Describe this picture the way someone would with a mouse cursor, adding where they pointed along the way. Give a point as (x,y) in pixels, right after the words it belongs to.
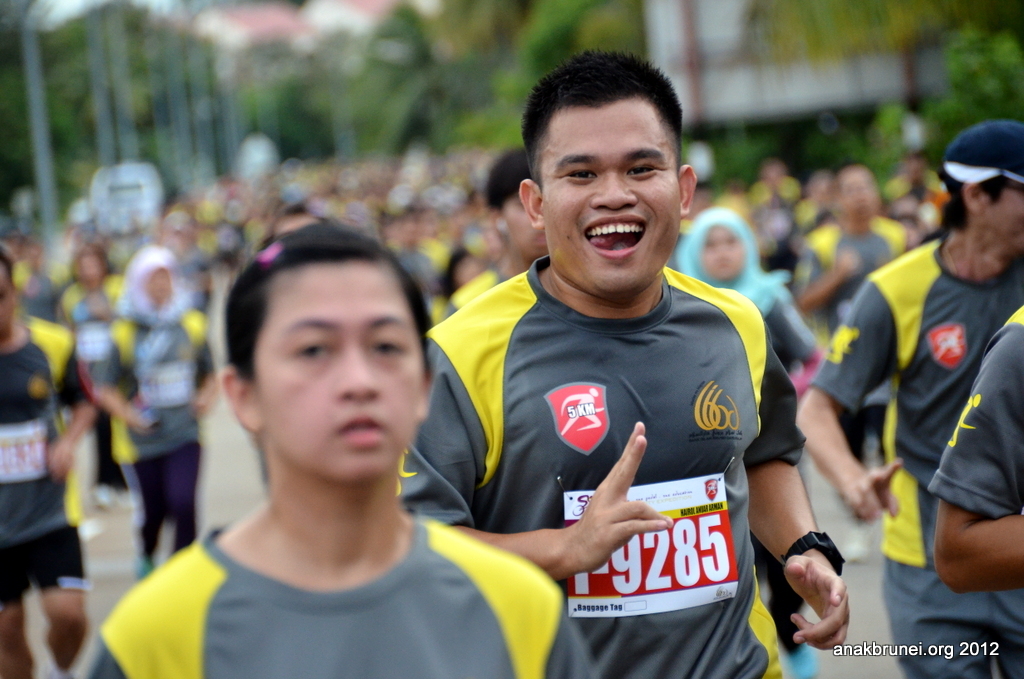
In this picture I can see there are many people (358,322) running here and they are wearing jerseys (629,351). The person (639,325) here is laughing and in the backdrop (215,36) there are trees (162,128), poles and buildings (215,36).
